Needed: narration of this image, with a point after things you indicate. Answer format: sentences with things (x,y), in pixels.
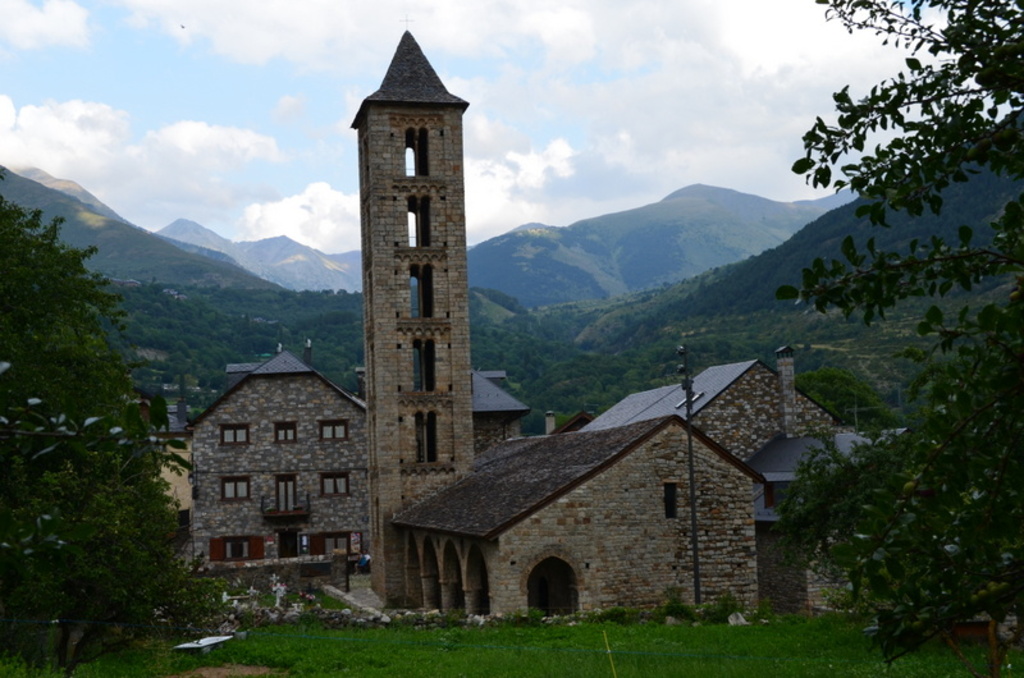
This picture might be taken from outside of the city. In this image, in the middle (394,431), we can see some buildings (316,436) and towers (382,405). On the right side (857,504), we can see some trees (951,453). On the left side (15,267), we can also see some trees (63,400). In the background (240,256), we can see some trees (210,338), mountains (658,248), plants (909,319). At the top (526,126), we can see a sky (545,137), at the bottom (487,660) there is a grass (483,642) and few plants (446,623).
